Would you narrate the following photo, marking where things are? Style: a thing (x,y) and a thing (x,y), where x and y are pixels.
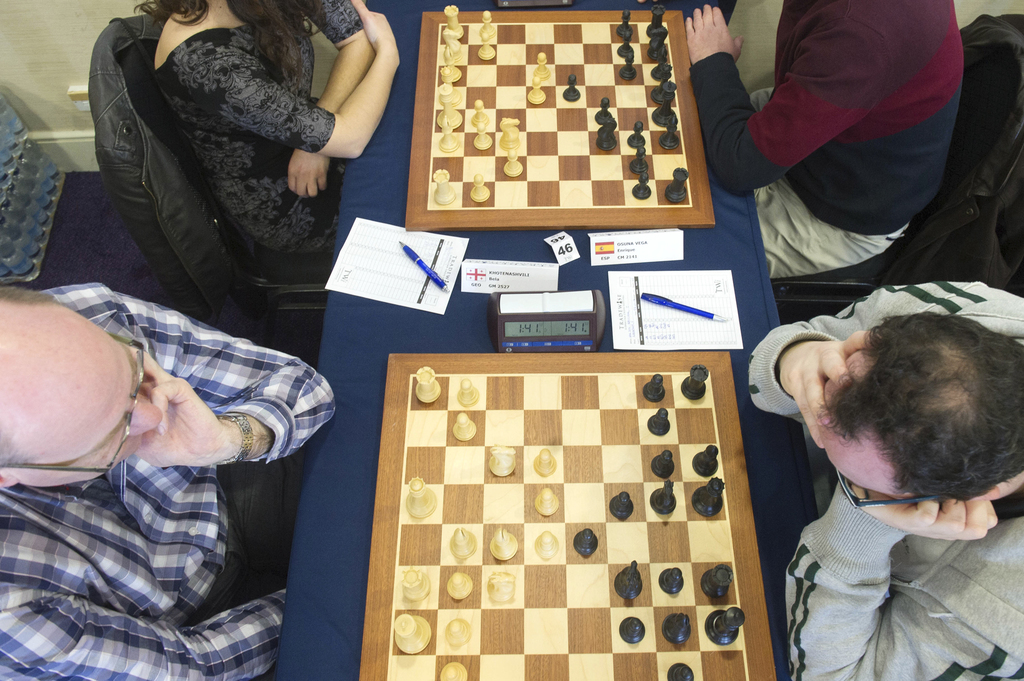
In this image there are group of people (995,614) sitting in chair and playing the chess game (453,380) in a table (381,350) there are pen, paper (417,267), timer (592,309), chessboard (451,410), chess coins (464,429) and in back ground (10,161) there are water bottles (40,152).
